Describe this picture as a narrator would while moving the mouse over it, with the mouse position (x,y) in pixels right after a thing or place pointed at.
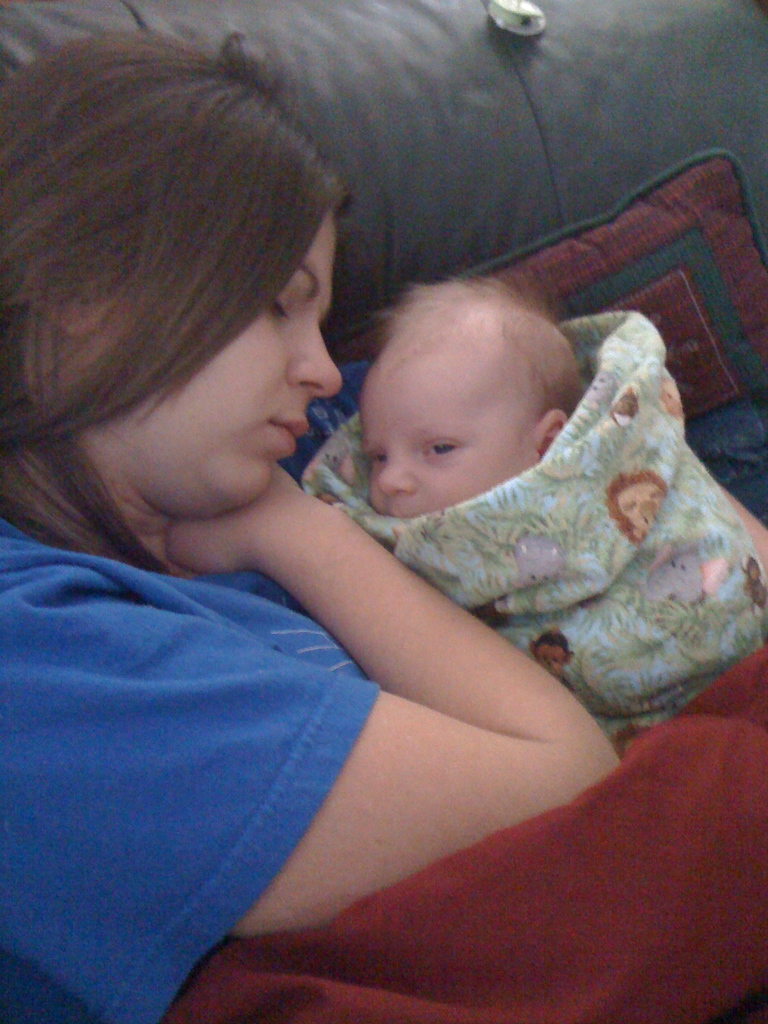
As we can see in the image there is a woman (163,454) wearing blue color dress (13,625). There is a child (454,478), sofa (586,91) and red color cloth (568,920).
